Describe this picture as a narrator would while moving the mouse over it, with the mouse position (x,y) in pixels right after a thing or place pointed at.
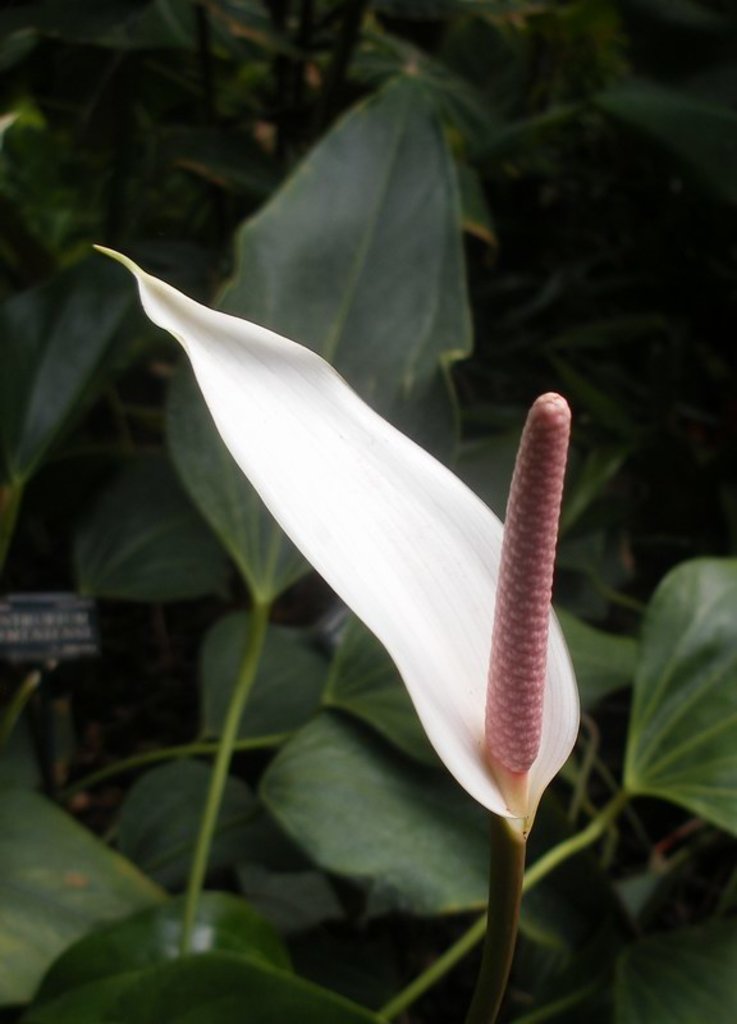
In the center of the image (443,655) we can see one flower (509,698), which is in white and pink color. In the background (198,472), we can see one banner (64,608), plants (233,961) and a few other objects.
